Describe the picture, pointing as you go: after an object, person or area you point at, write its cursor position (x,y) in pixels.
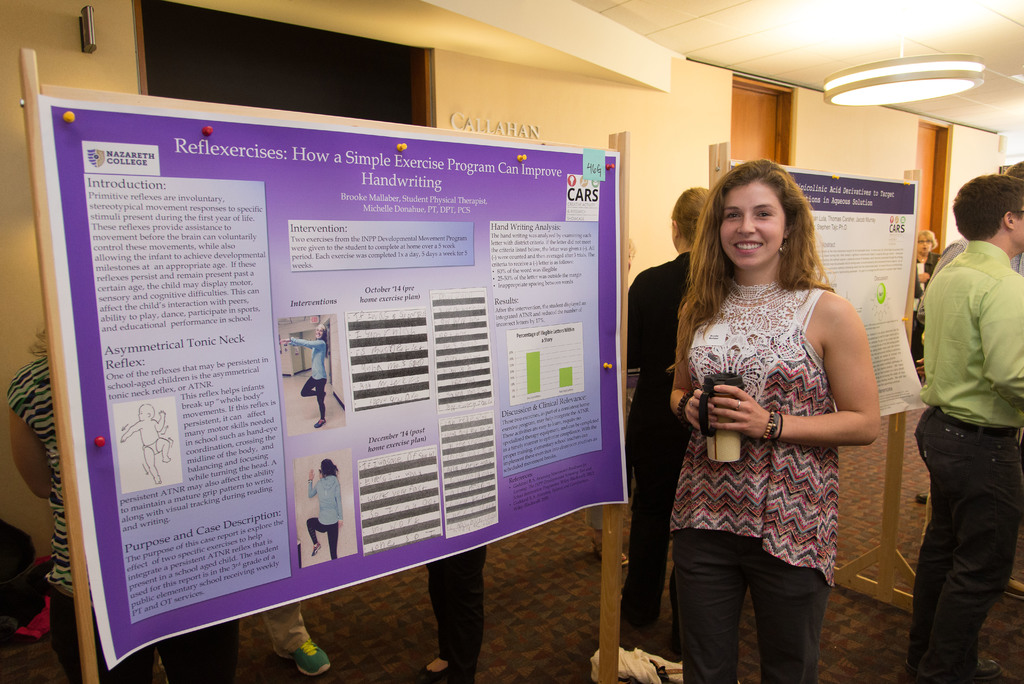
This is the woman (779,310) standing and smiling. She is holding a bottle (712,435) in her hands (729,402). I think these are the posters (882,245), which are attached to the boards (627,344). I can see few people (670,263) standing. This looks like a ceiling light (904,66) hanging to the roof (843,30). These are the doors (927,160).
